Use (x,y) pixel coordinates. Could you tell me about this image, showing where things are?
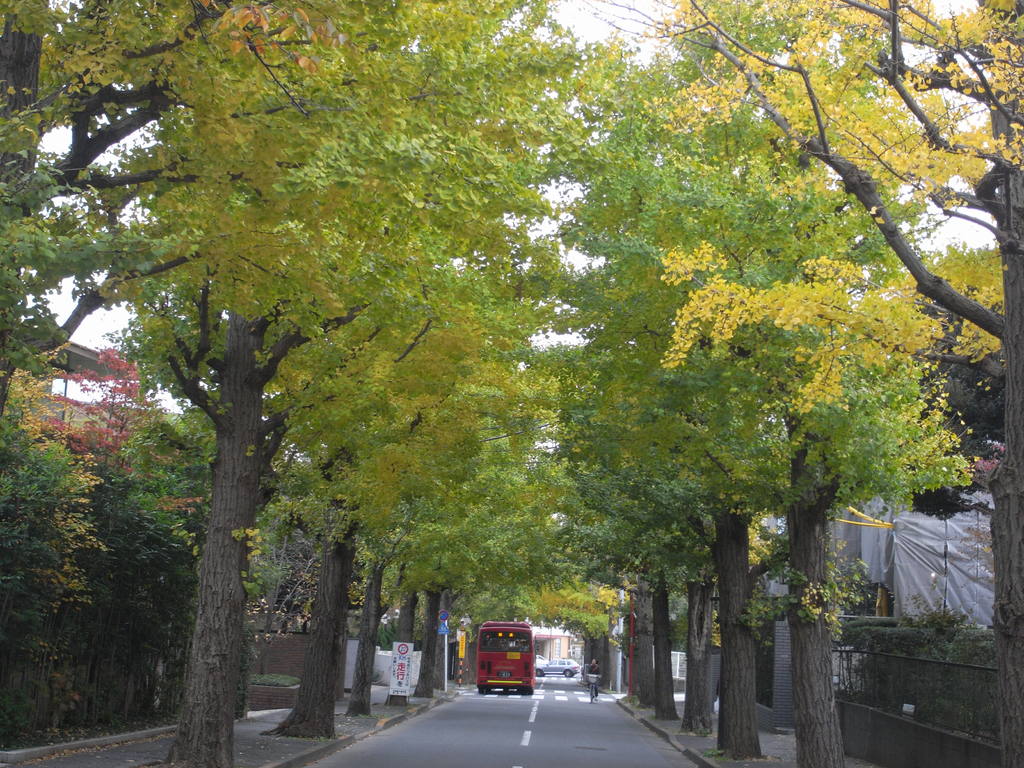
In this image there are trees (806,764). At the bottom (605,739) there is a road (569,681) and we can see vehicles (527,662) on the road (533,730). In the background (620,21) there is sky (580,29). On the right (877,748) there is a wall (929,726) and a shed (898,574).
